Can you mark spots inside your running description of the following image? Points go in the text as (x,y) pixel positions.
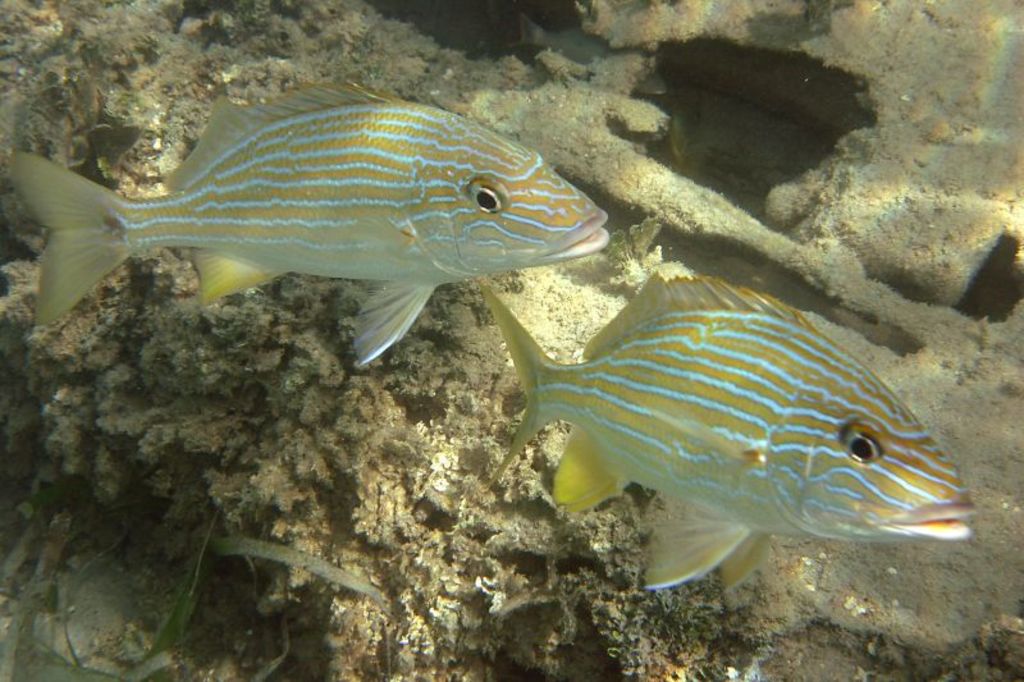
This image consists of two fishes (497,314). It is clicked under the water (242,381). At the bottom (202,566), there are coral plants (275,587).
